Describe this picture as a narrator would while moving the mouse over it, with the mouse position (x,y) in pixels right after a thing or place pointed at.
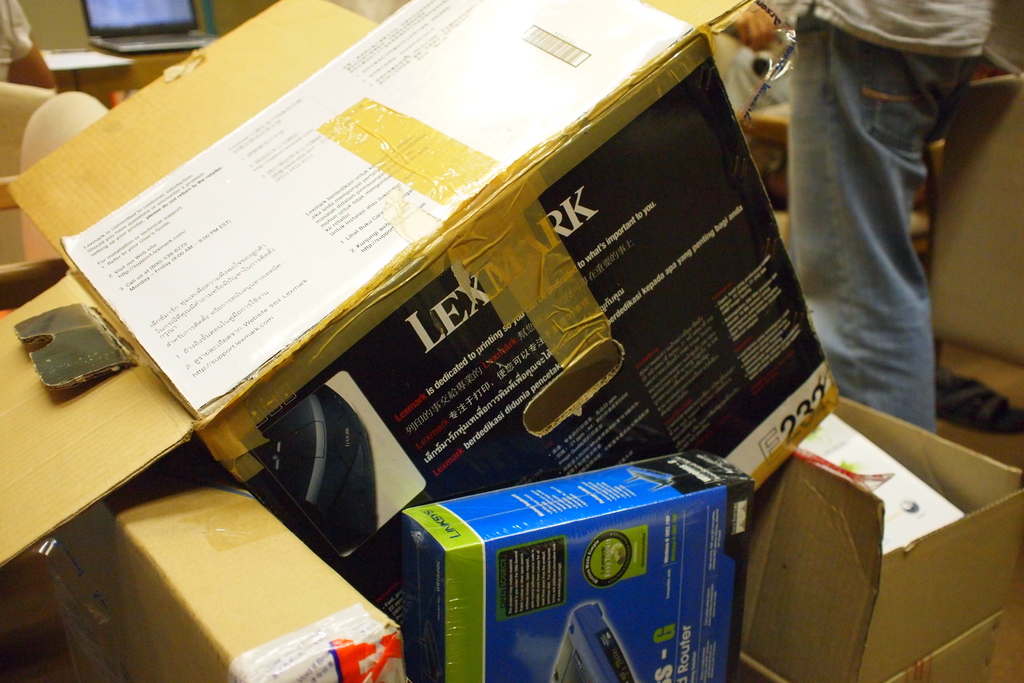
In this picture we can see there are cardboard boxes (462,314). On the right side of the cardboard boxes (558,78) there is a person (843,167). At the top left corner of the image (144,37), there is a laptop (132,29).
